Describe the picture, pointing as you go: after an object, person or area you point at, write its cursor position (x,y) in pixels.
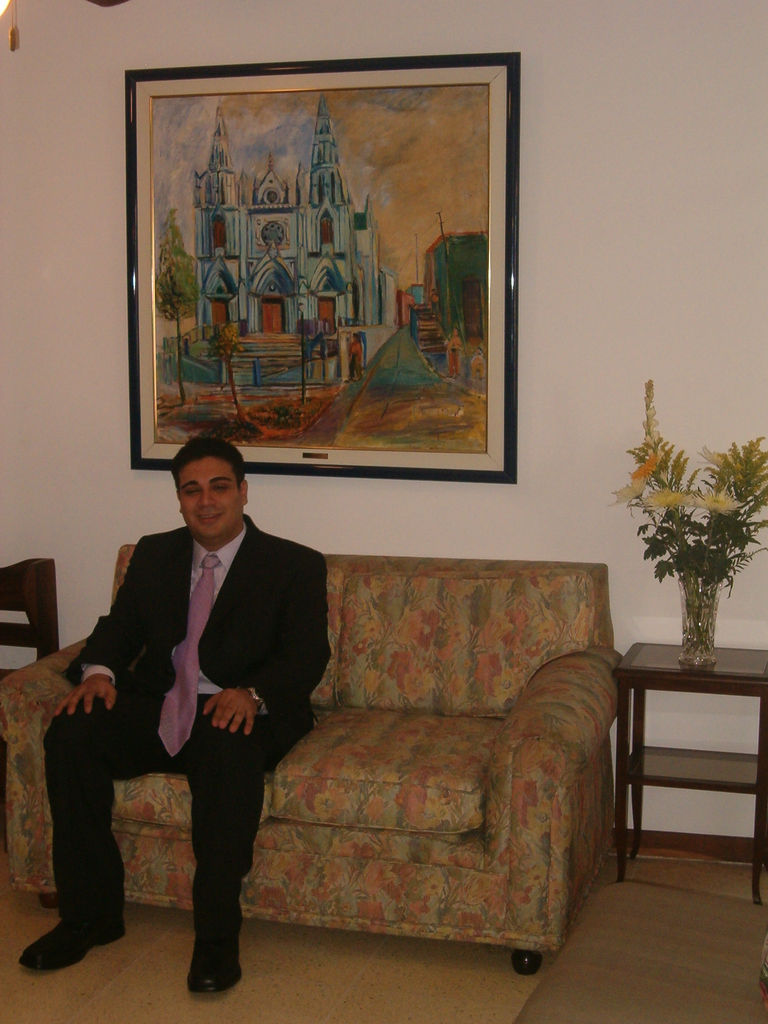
In this picture we can see man (186,586) wore blazer (227,579), tie (204,619) and smiling and sitting on sofa (280,763) beside to him there is table (697,677) and on table (631,671) we can see flower vase (689,565) and in background (340,206) we can see wall (579,236) with frames (290,161).
